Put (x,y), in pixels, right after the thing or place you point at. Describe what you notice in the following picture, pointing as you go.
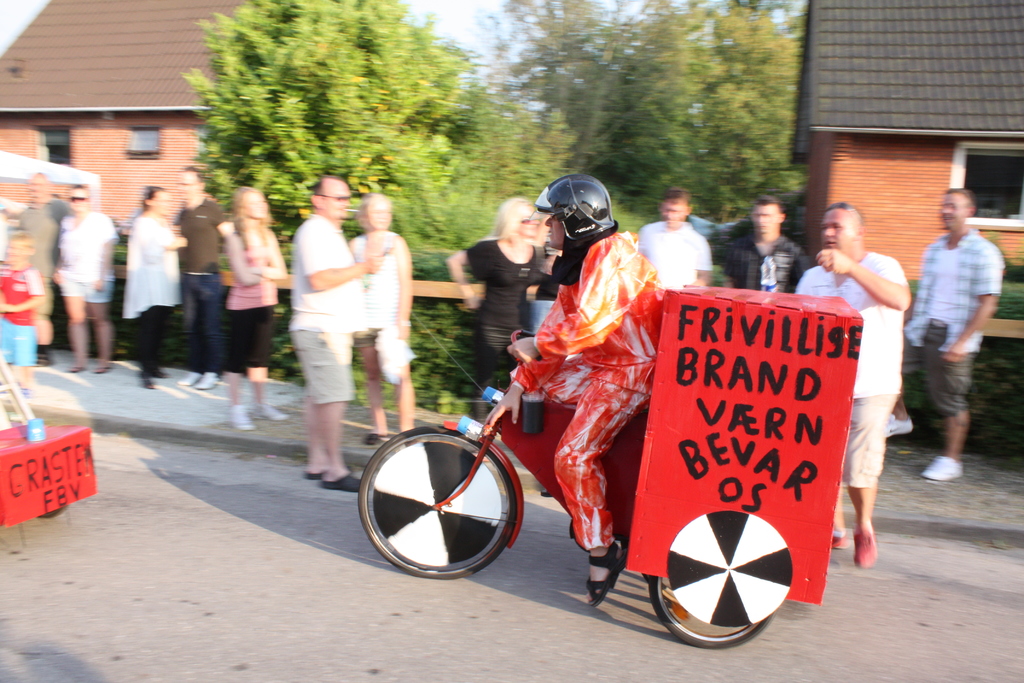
This picture shows a person (595,597) riding a bicycle (476,533) with the Box (691,310) on back and we can see few people (35,294) standing and few houses (980,189) and trees (679,172) around.
